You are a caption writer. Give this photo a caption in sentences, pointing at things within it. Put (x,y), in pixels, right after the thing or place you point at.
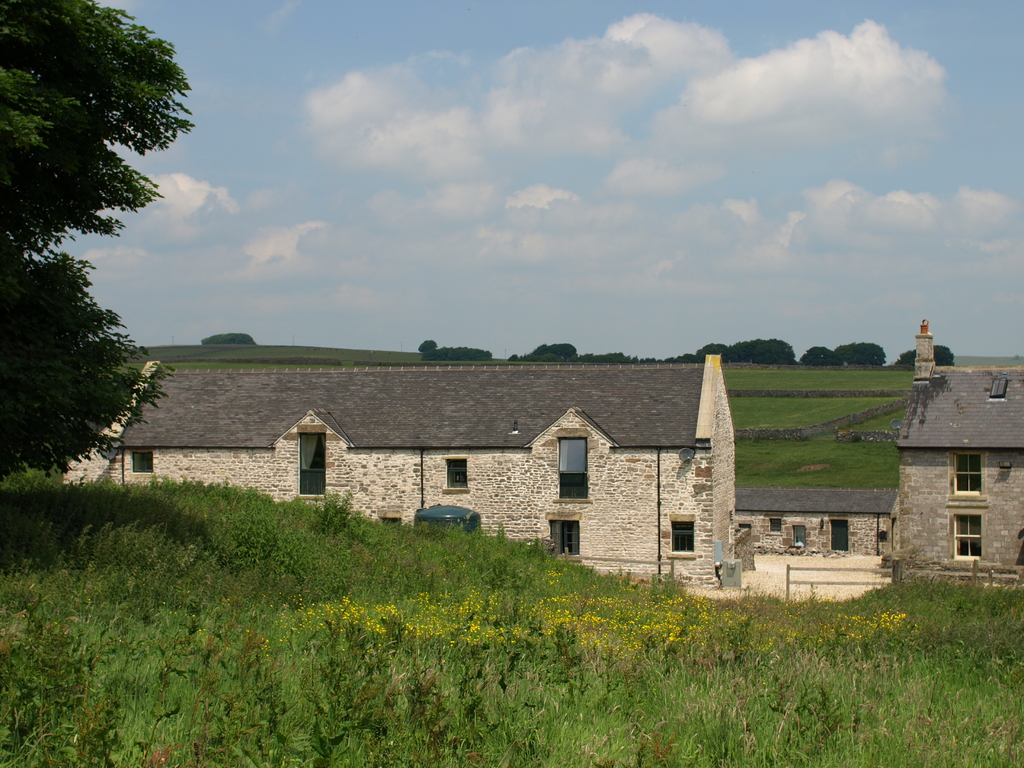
In this image, we can see grass (159,656) on the ground (49,631), we can see some trees (17,245), there are some buildings (512,486), we can see the windows (586,464) on the buildings (676,478), at the top (862,161) we can see the sky (752,5) and some clouds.
